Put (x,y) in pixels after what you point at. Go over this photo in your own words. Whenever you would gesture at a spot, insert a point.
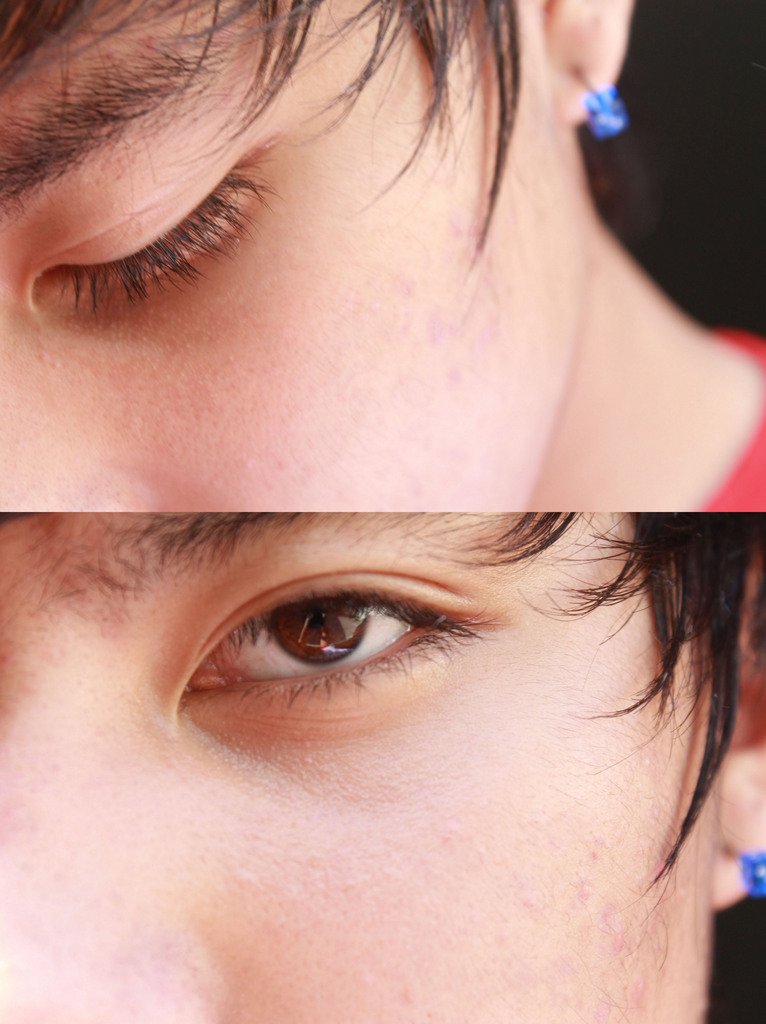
This is a collage in the first image we can see a person (241,298) closing his eye (182,258). In the second one we can see the same person (387,893) opening his eye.
